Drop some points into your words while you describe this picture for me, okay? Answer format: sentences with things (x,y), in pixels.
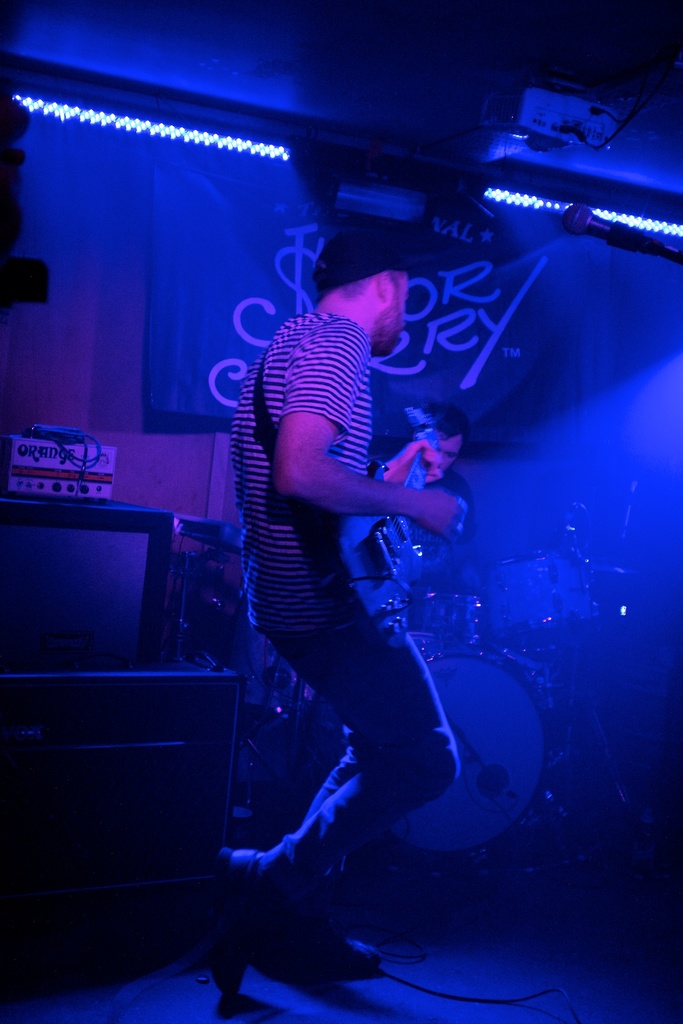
In this image we can see a person (319,660) and a musical instrument (387,532). In the background of the image (45,734) there is a person (462,504), speaker (83,692), board (273,324) and other objects (1,190). At the top of the image (507,140) there is the ceiling (449,75), projector (603,97), lights (94,114) and other objects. On the right side of the image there is a microphone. At the bottom of the image (376,978) there is the floor (585,991).
